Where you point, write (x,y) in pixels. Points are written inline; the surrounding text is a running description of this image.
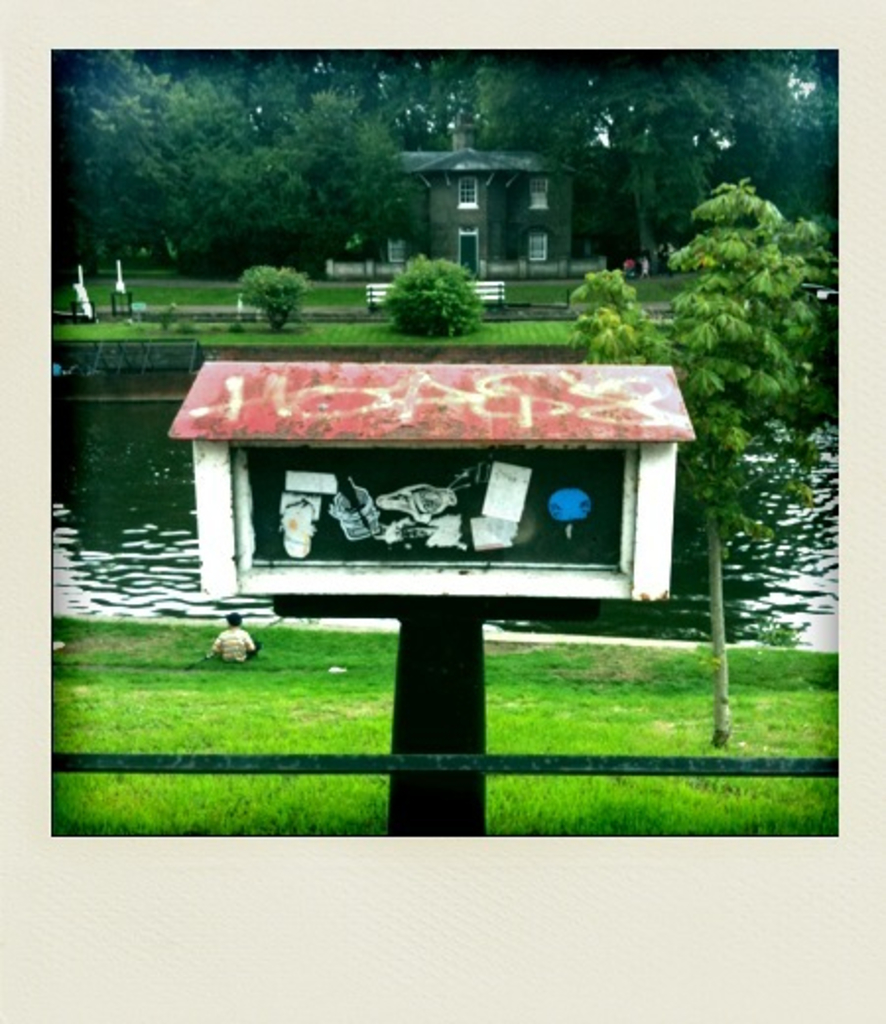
In the foreground (428,438), I can see a box (415,402) which is placed on a pillar (442,712). At the bottom of the image (214,802) I can see the grass (251,707). In the background (149,564) there is a river (135,522). On the other side of the river (115,468) there is a house (498,237), trees (464,80) and a bench (381,296) is placed in the garden (369,330). On the left side (230,651), I can see a person (231,648) is sitting on the ground (262,680).
